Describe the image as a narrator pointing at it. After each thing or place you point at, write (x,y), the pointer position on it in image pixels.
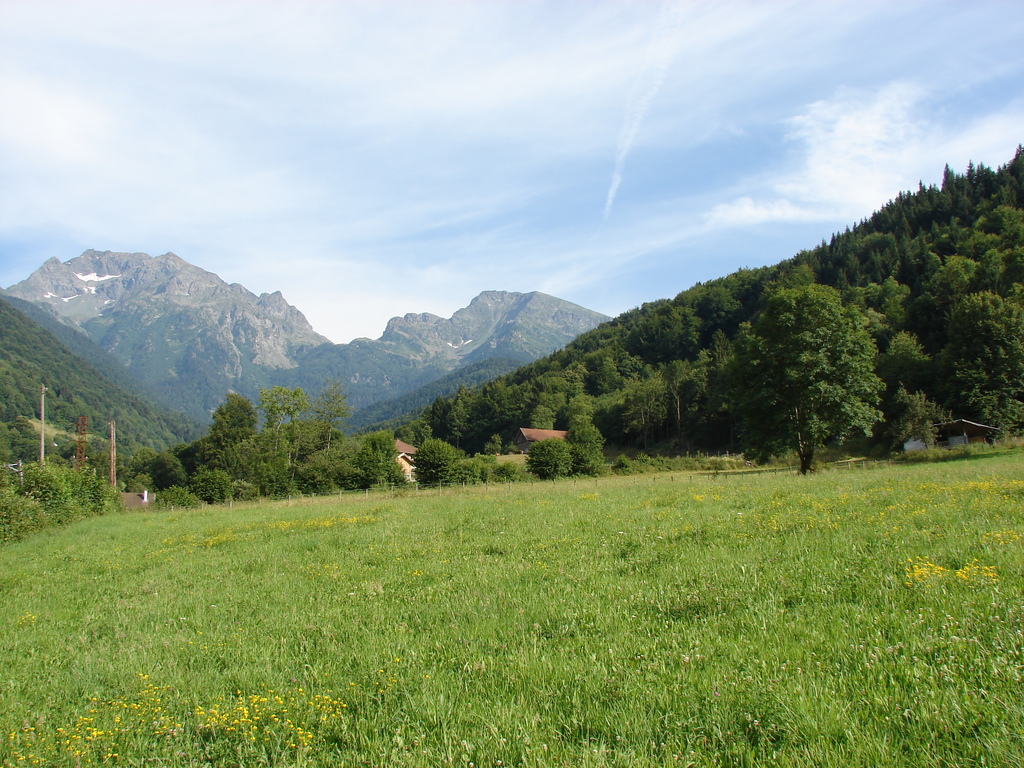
This picture is clicked outside. In the foreground (525,617) we can see the green grass (324,679) and some flowers (245,721). In the center (354,484) we can see the trees (317,438), houses (521,450), plants (34,520), poles (44,390), hills (397,369) and the sky (636,131) and some other objects (976,424).
